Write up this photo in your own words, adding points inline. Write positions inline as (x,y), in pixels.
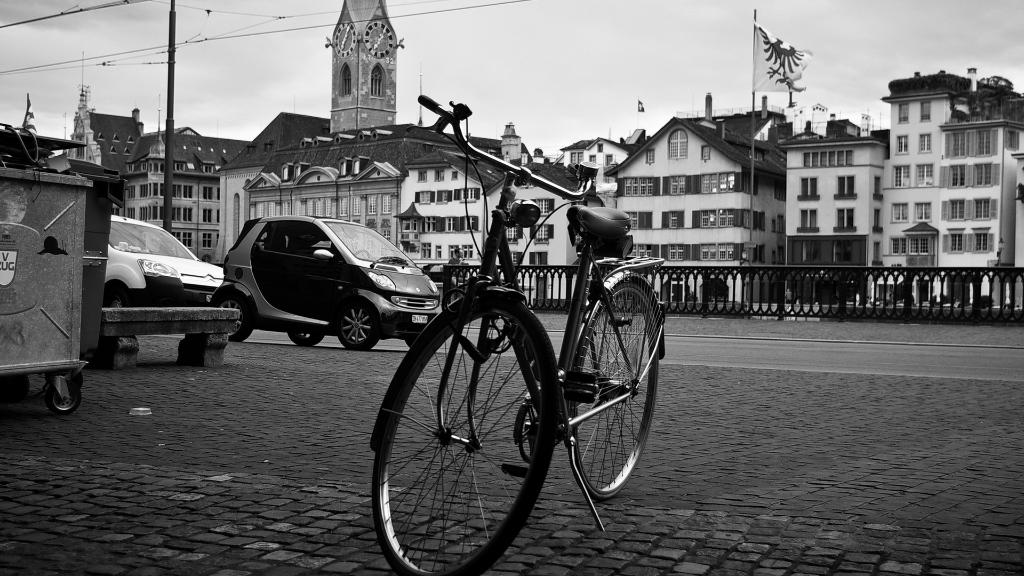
In this image there is sky (599,82), there are buildings (896,191), there is flag (771,59), there is a pole (752,208), there is bicycle (594,362), there are cars (221,281) on the road (911,354), there is an object (56,254) towards the left of the image (41,253), there are wires (272,31).
